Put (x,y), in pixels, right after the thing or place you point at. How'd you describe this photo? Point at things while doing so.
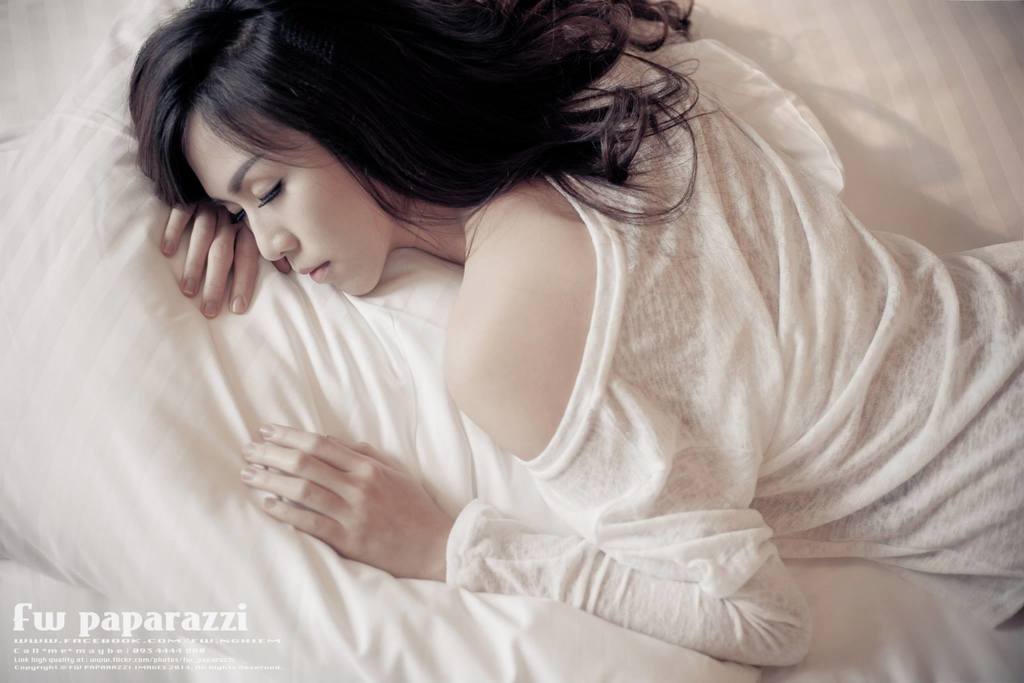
In the image there is a woman (479,280) sleeping on a bed (187,579) and there is some text (128,613) at the bottom left corner of the image (159,639).
